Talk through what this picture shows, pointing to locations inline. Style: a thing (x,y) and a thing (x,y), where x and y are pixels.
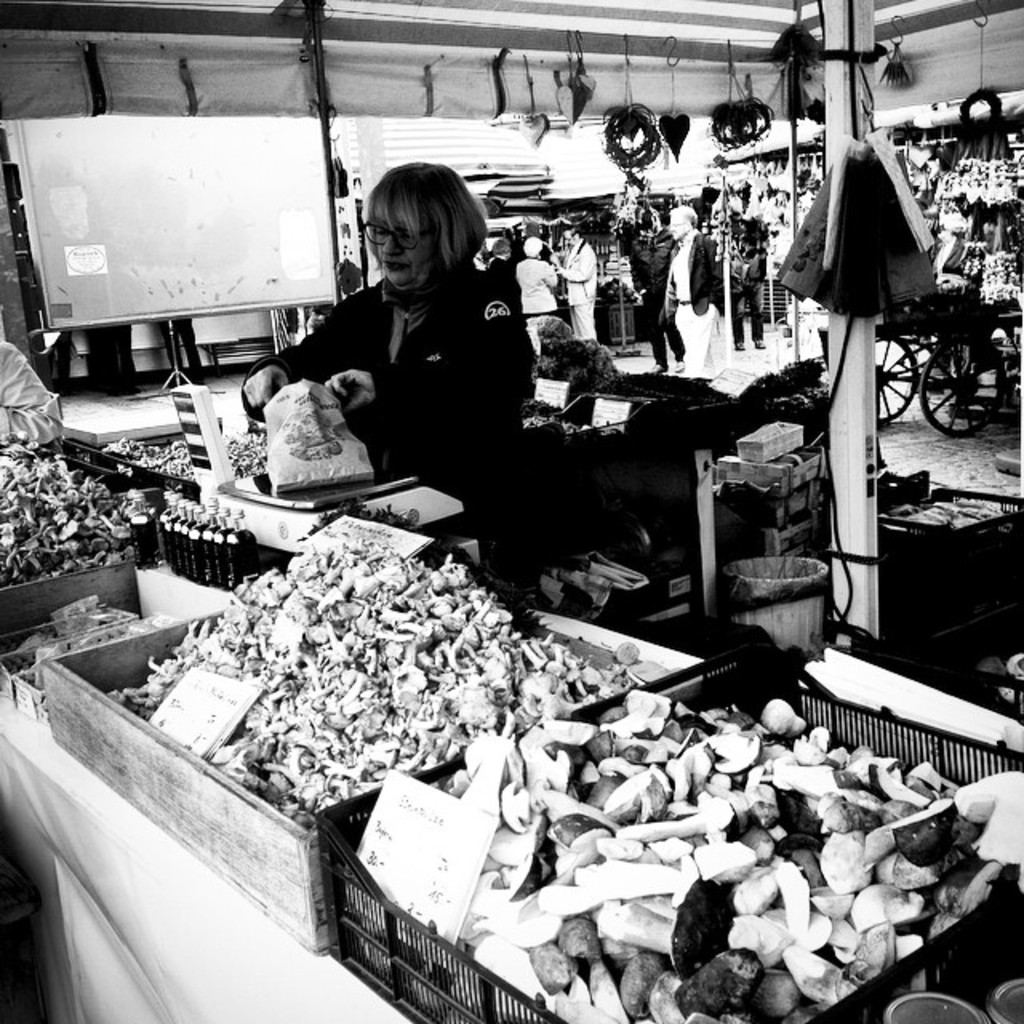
This is a black and white image in this image there are trays (183,485), in that trays (165,488) there is food item (375,583), and there are people (402,279) under the tent (961,47).
